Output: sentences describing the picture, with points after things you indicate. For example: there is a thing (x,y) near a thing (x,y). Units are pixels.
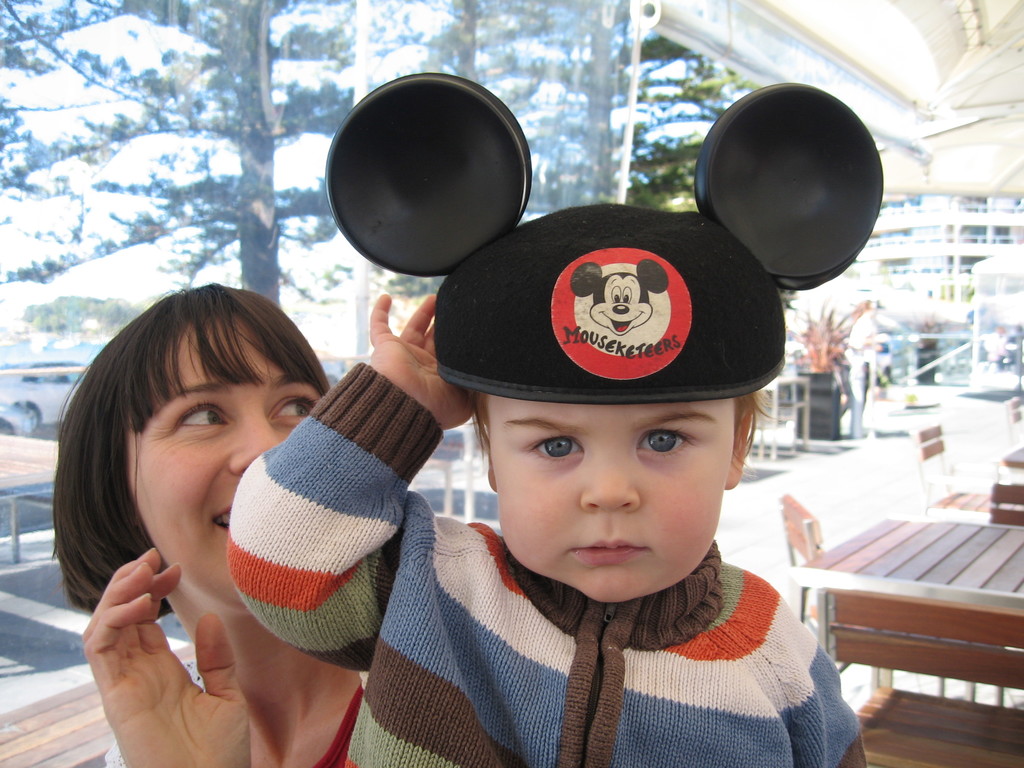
In the middle of the image (658,292) a girl (556,217) is standing and wear a cap (507,343). Behind her a woman (254,391) is sitting. Behind them we can see some tables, chairs (964,705), plants (824,406) and vehicles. At the top of the image (8,103) we can see glass (11,91). Through the glass (536,18) we can see some trees (626,52) and buildings (968,214).
